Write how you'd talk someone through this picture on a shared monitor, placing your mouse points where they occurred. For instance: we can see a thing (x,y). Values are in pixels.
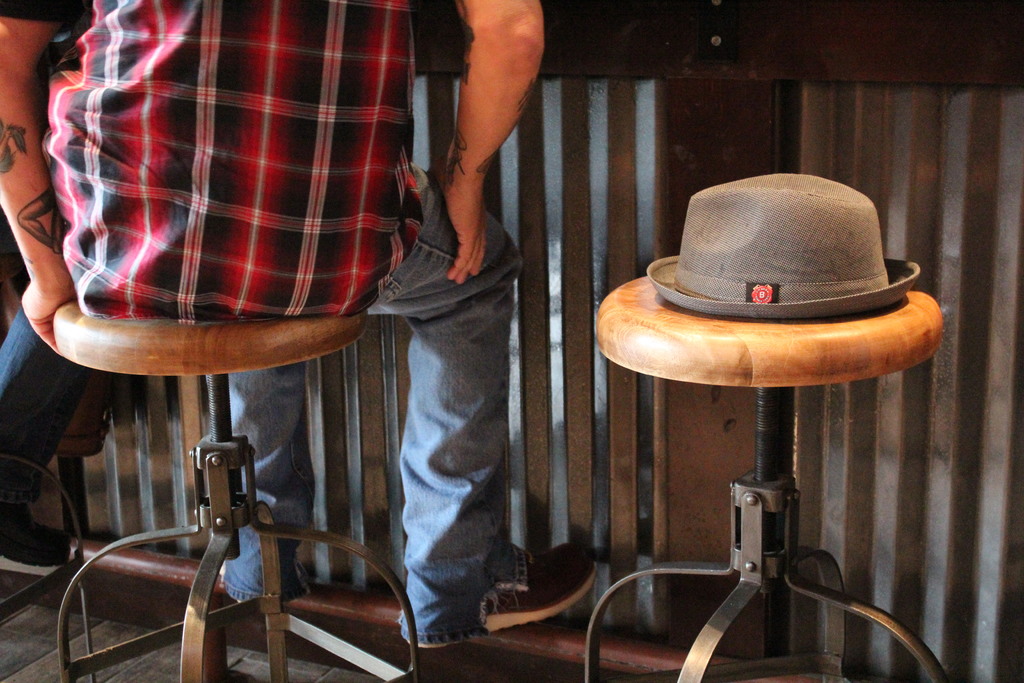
A person (183,144) wearing a black and red shirt (257,219) is sitting on a stool (204,476). And beside him there is an another stool (795,334), there is a hat (773,252).
